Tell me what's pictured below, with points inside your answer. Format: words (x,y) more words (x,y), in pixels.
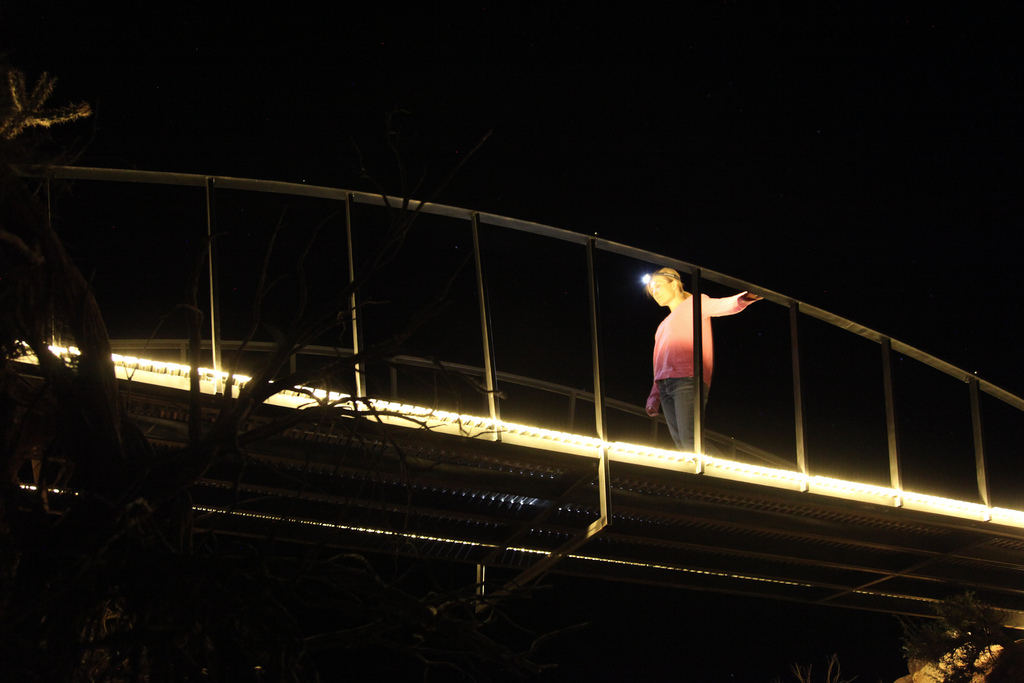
In this image we can see a person (686,377) walking on the bridge (654,421). There is a bridge (594,492) in the image. There is a tree (165,559) in the image. There is a dark background (723,165) in the image.
